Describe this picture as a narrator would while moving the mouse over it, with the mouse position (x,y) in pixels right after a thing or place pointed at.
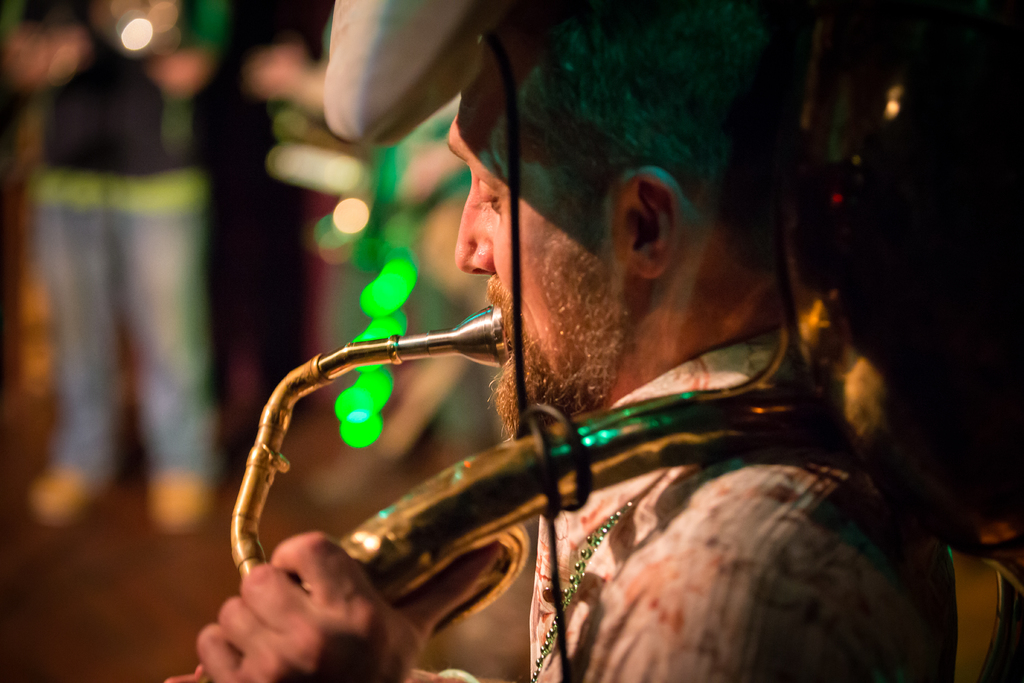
As we can see in the image in the front (699,436) there is a man (564,411) playing musical instrument (590,439). In the background (219,180) there are few people (149,77) and the background (140,62) is blurred.
